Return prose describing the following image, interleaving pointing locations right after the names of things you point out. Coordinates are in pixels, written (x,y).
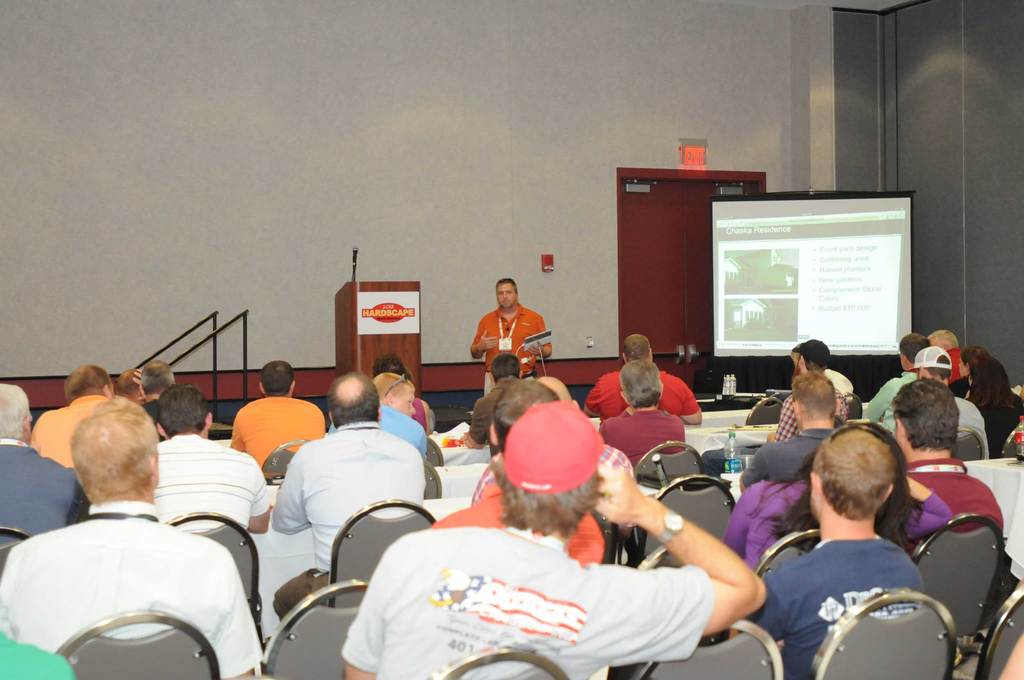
In this image I can see a few people (337,500) sitting on the chairs (689,480). I can see bottles (728,461) and some object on the table (730,403). In front I can see person (514,315) standing and holding something. I can see screen (885,265), podium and a mic (353,268). The wall (441,91) is in white and ash color.
